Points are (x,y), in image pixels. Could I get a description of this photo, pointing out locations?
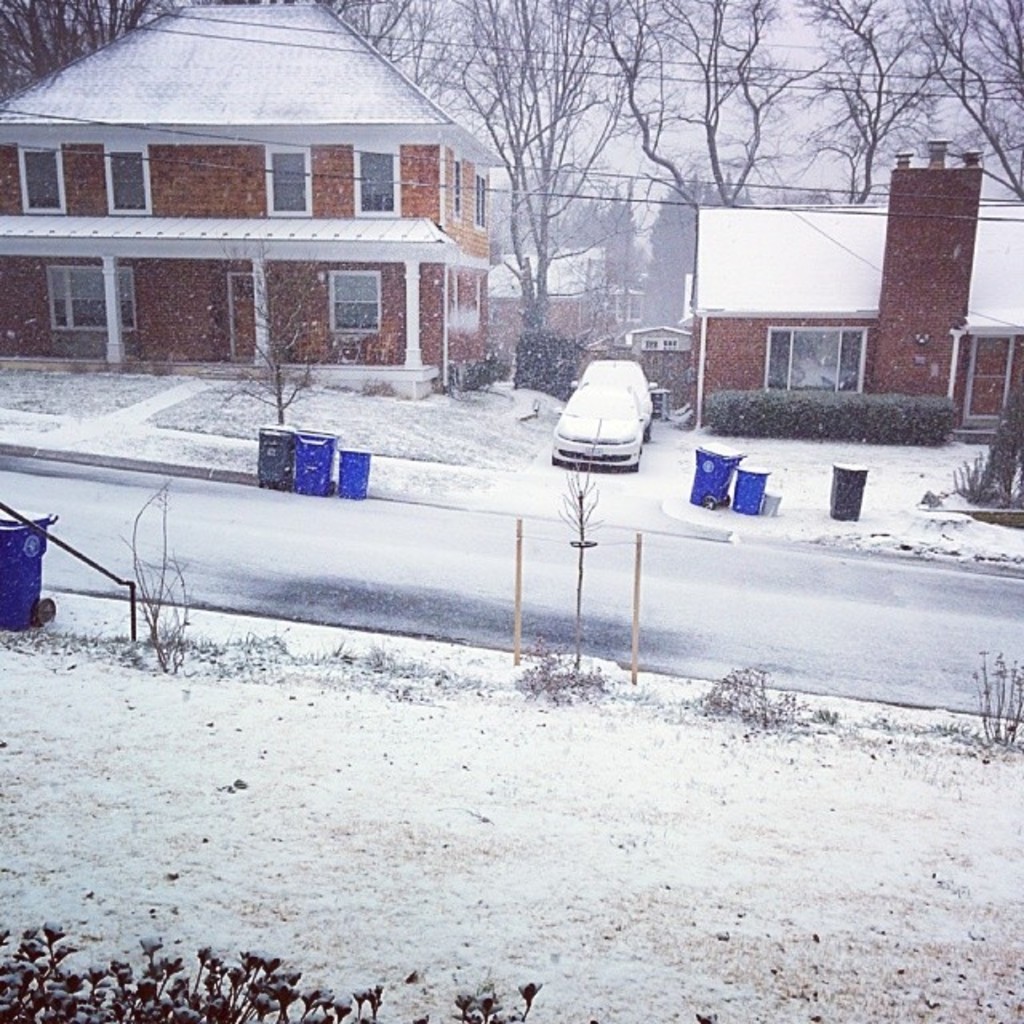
In this image I can see number of plants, number of trees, few poles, wires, few buildings (907,326), a car (641,423), few blue and few black colour containers (359,448) and I can also see a road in the centre (496,515). I can also see snow (653,896) on everything.
